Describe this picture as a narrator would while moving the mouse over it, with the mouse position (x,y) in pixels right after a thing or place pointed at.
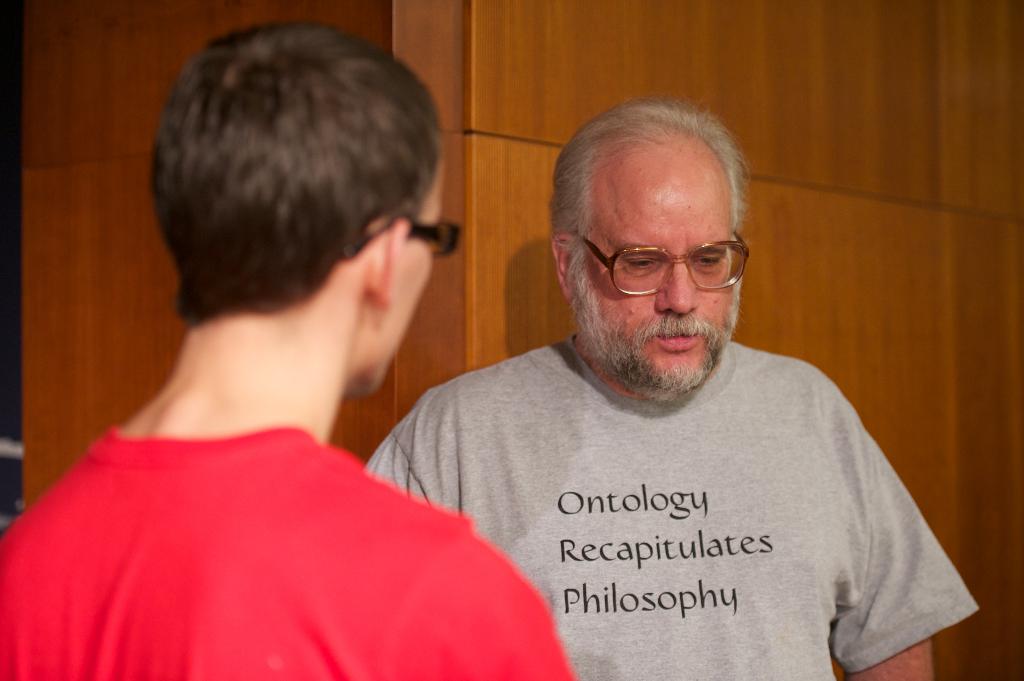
2 men (673,443) are standing wearing spectacles (649,282). The person (146,677) at the left (142,585) is wearing a red t shirt (186,563) and the other person (687,267) is wearing a grey t shirt (645,518). There is a wooden background (678,57).
